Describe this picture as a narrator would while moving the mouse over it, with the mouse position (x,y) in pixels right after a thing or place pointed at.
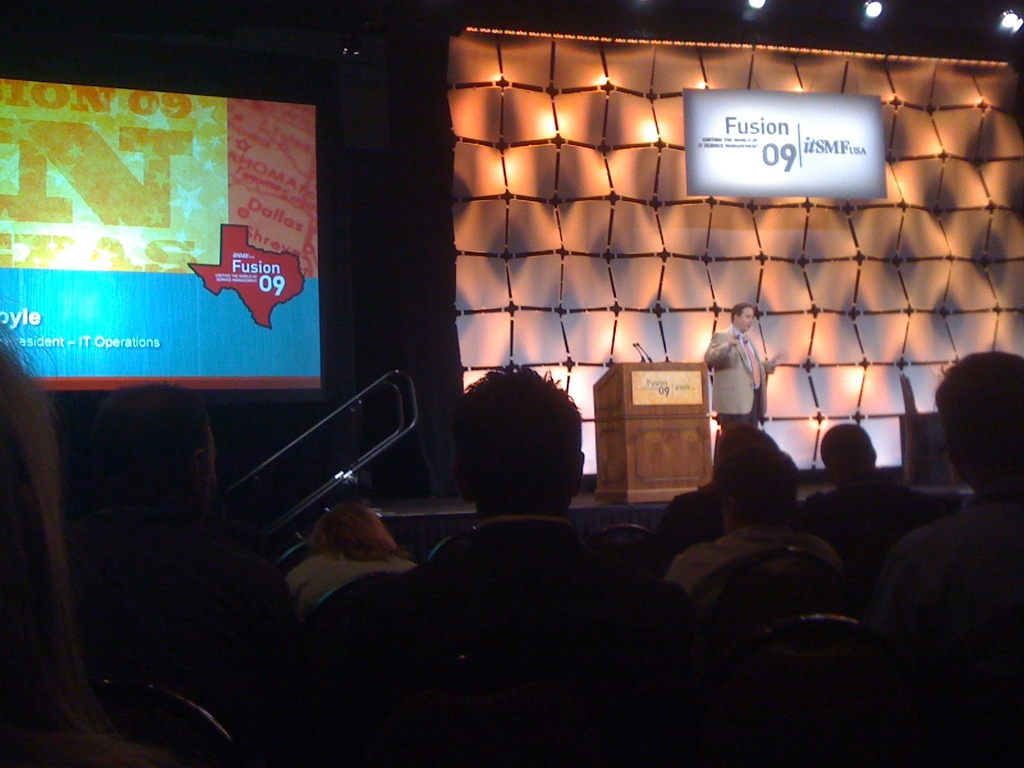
In the image there is a man (731,384) in brown suit (723,371) standing on stage (388,510), there are lights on the wall (566,229), on the left side (196,213) there is a screen (190,241), in the front (335,535) there are many people (536,636) sitting on chairs (793,636) and looking at the stage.
